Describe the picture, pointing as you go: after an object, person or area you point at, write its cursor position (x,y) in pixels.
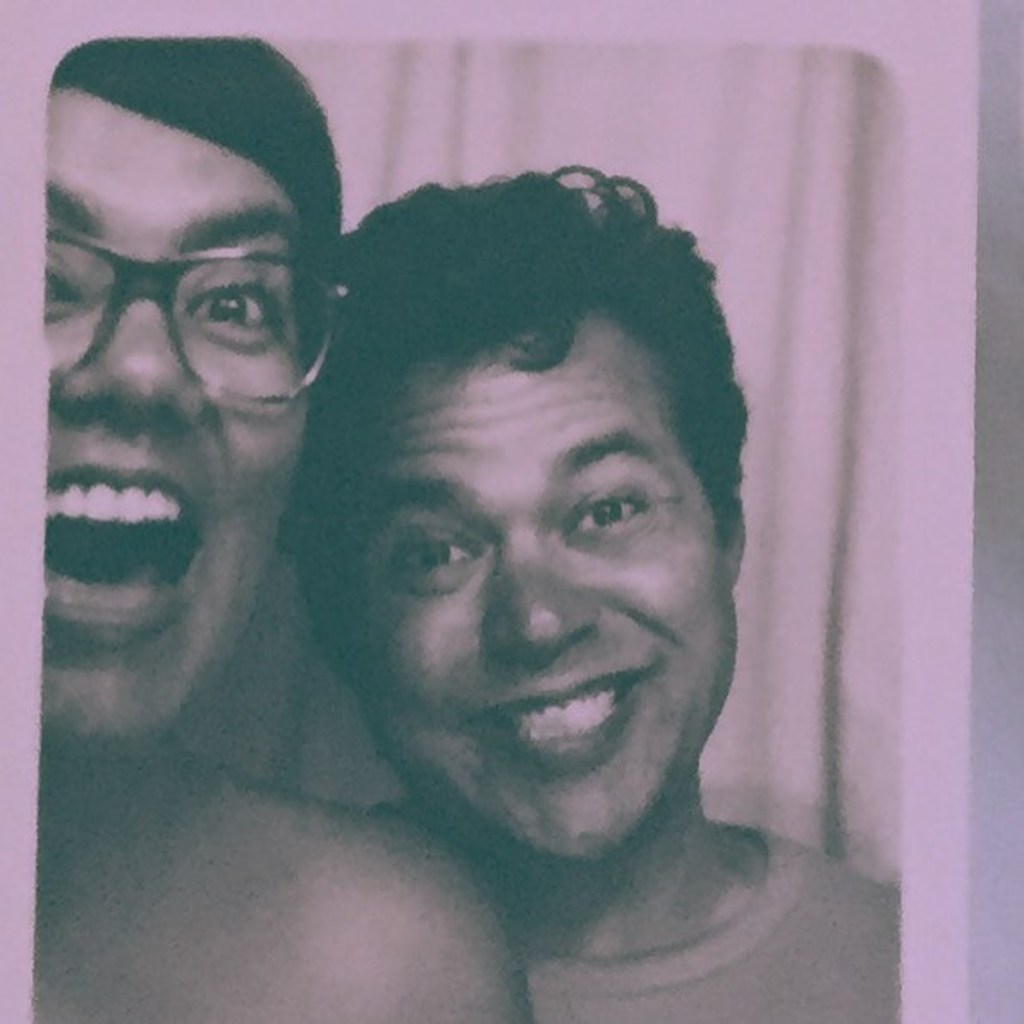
This image looks like a photo frame in which I can see two persons (745,1003) and a curtain (831,234).
